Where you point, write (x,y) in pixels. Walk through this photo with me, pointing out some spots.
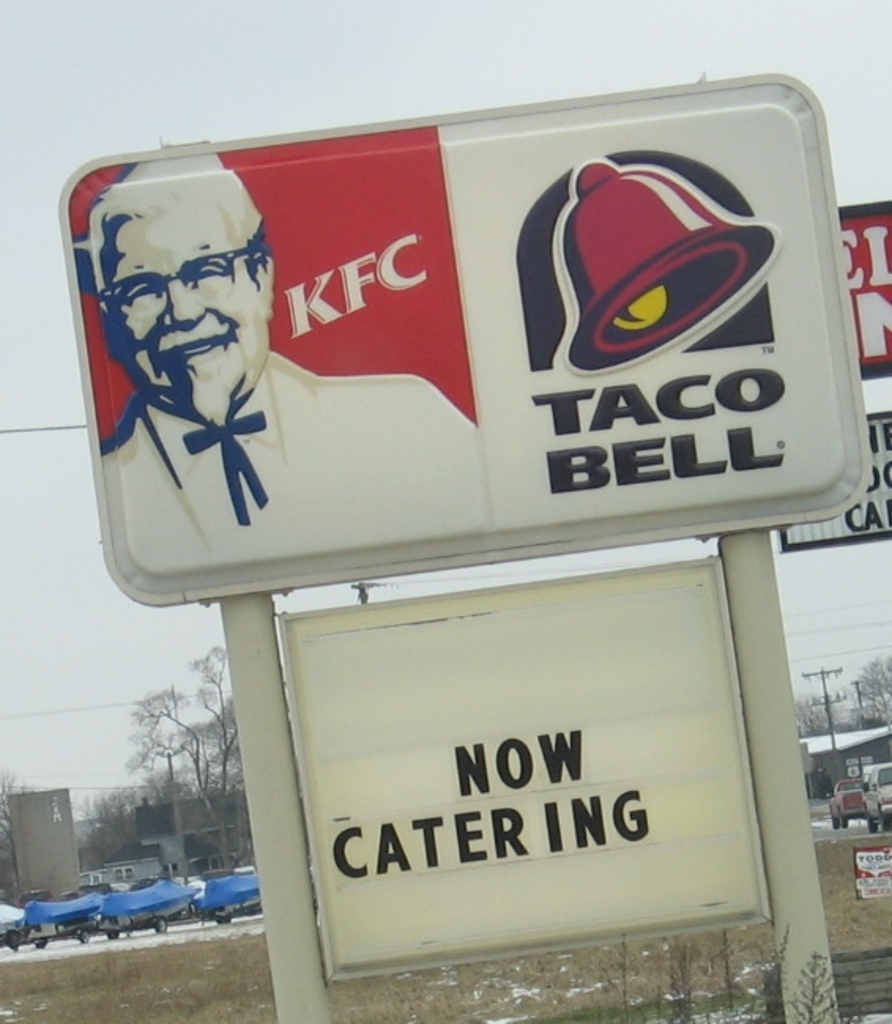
This image is taken outdoors. At the top of the image (99,40) there is the sky (305,75). In the background (206,772) there are a few trees (224,715). There are a few poles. Many vehicles (151,890) are parked on the ground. There are many wires (103,708). There are two boards (855,415) with text (869,329) on them. At the bottom of the image (154,993) there is a ground (239,979) with grass (705,972) on it. In the middle of the image (449,551) there are two boards (456,797) with text (575,740) on them.
